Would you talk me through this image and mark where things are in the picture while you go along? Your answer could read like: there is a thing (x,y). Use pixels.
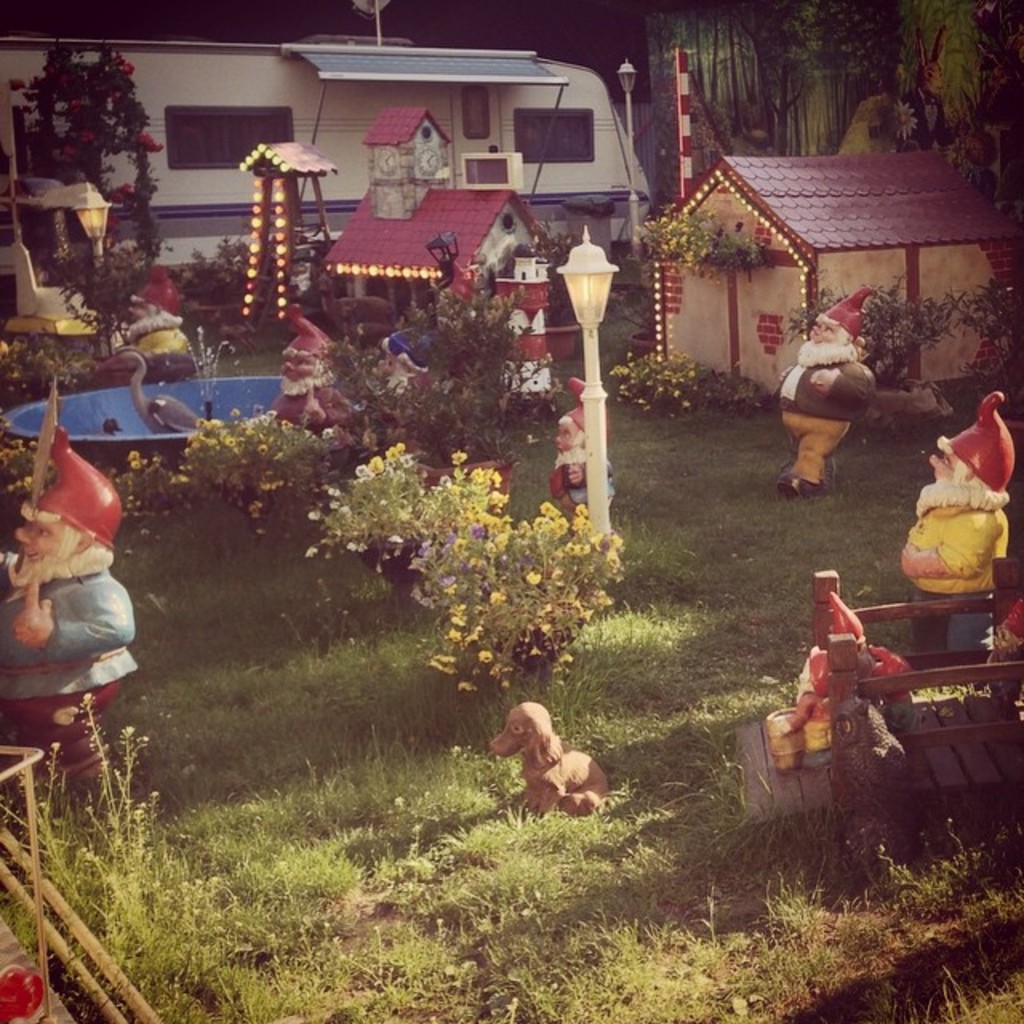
In the picture I can see plants (480,587), sculptures (314,416), houses (358,275), a vehicle (247,174), flower plants (462,476), the grass (710,684) and some other objects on the ground (718,730).
